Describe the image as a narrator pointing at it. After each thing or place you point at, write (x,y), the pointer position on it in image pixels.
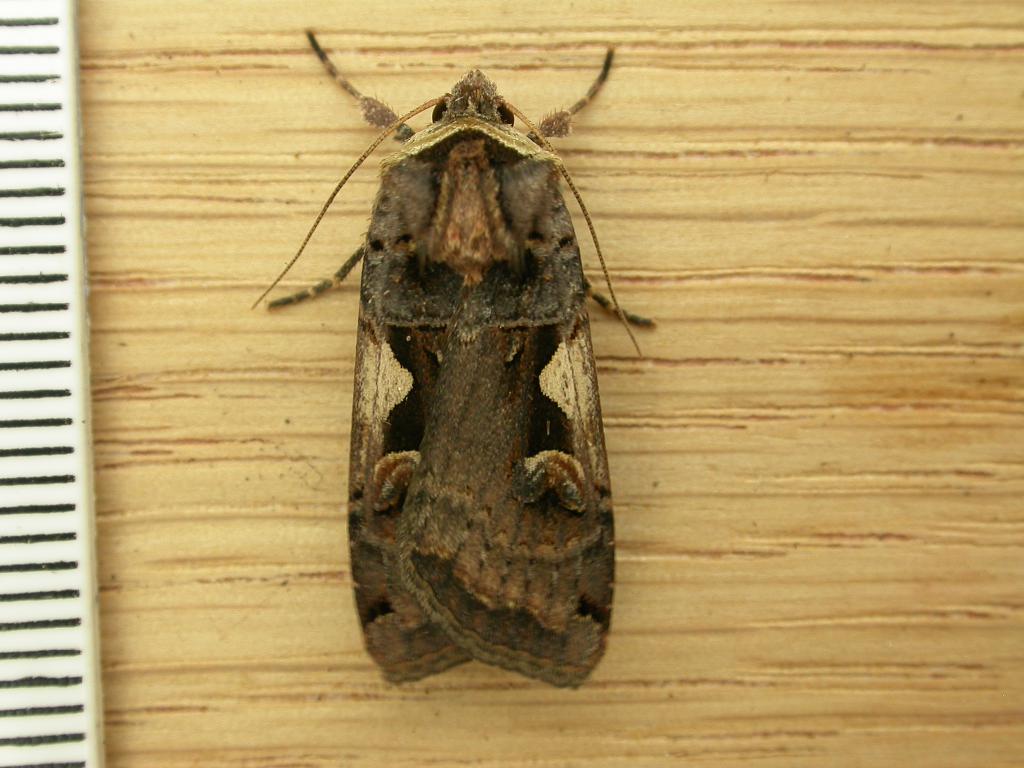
In this image, I can see an insect (453,320) on the wooden board (831,284).
